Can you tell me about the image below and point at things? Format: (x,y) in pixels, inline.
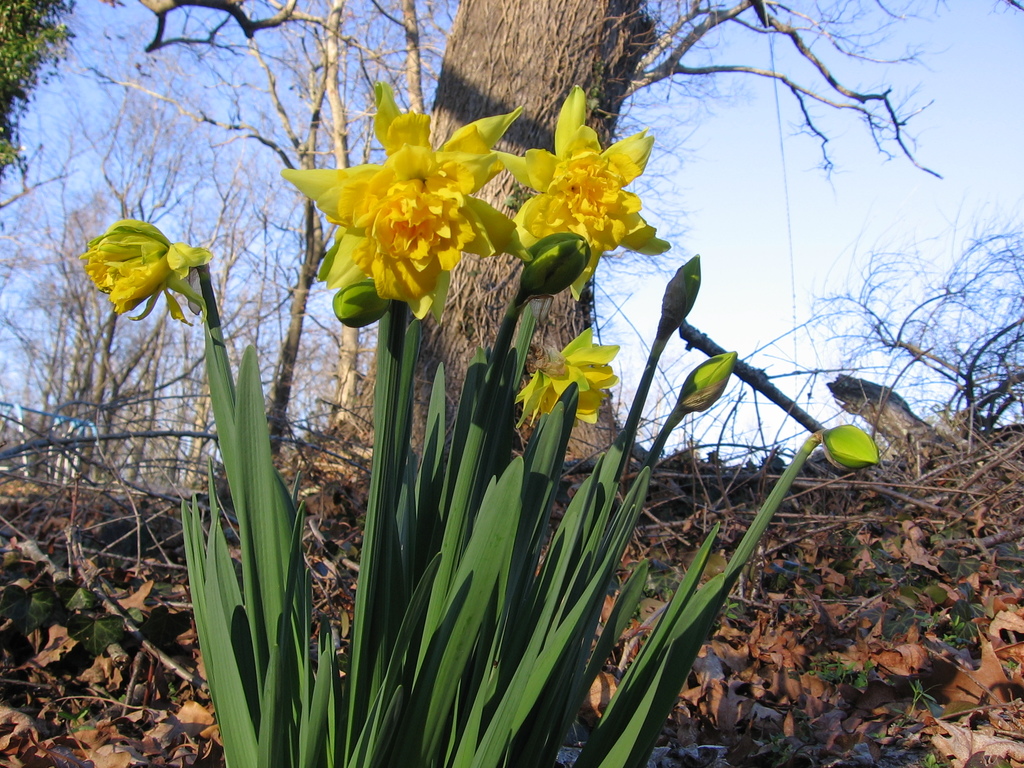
As we can see in the image there are plants (506,711), flowers (425,198), dry leaves (957,647) and trees (502,45). On the top (821,53) there is sky (871,48).
